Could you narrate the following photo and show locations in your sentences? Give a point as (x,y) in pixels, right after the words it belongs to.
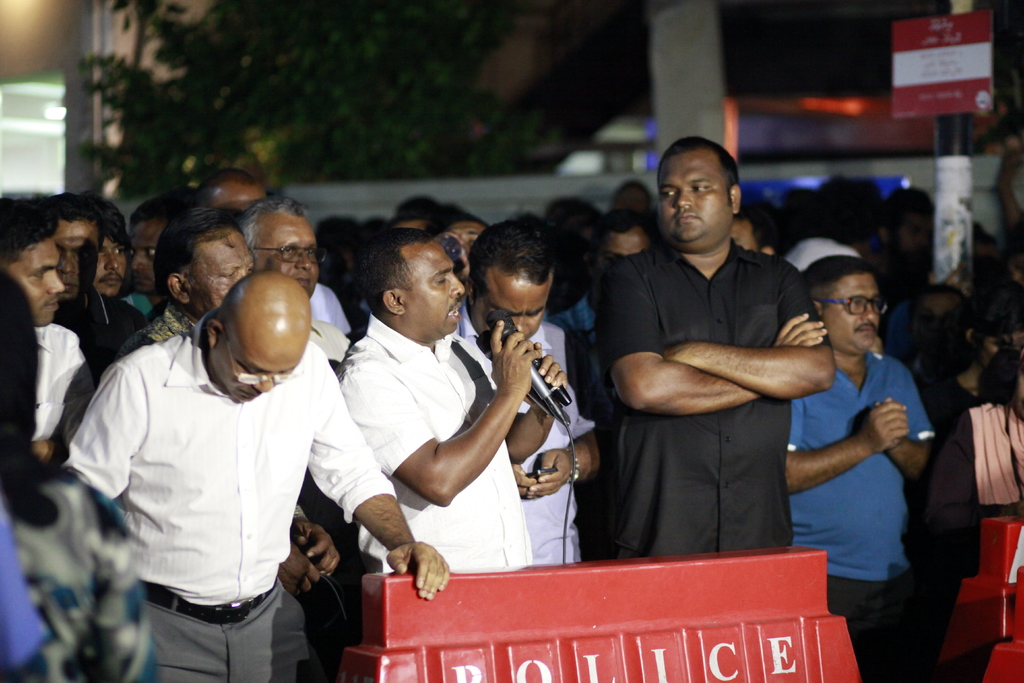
This picture is clicked outside. In the center (642,387) we can see the group of persons (369,409) standing and we can see a red color object (443,616) on which we can see the text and there is a man (449,357) wearing white color t-shirt (448,385), holding a microphone (513,325) and standing. In the background (760,11) we can see the trees (448,42), light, board (960,79) attached to the pole (953,133) and some buildings (835,124) and some other objects (871,121).
